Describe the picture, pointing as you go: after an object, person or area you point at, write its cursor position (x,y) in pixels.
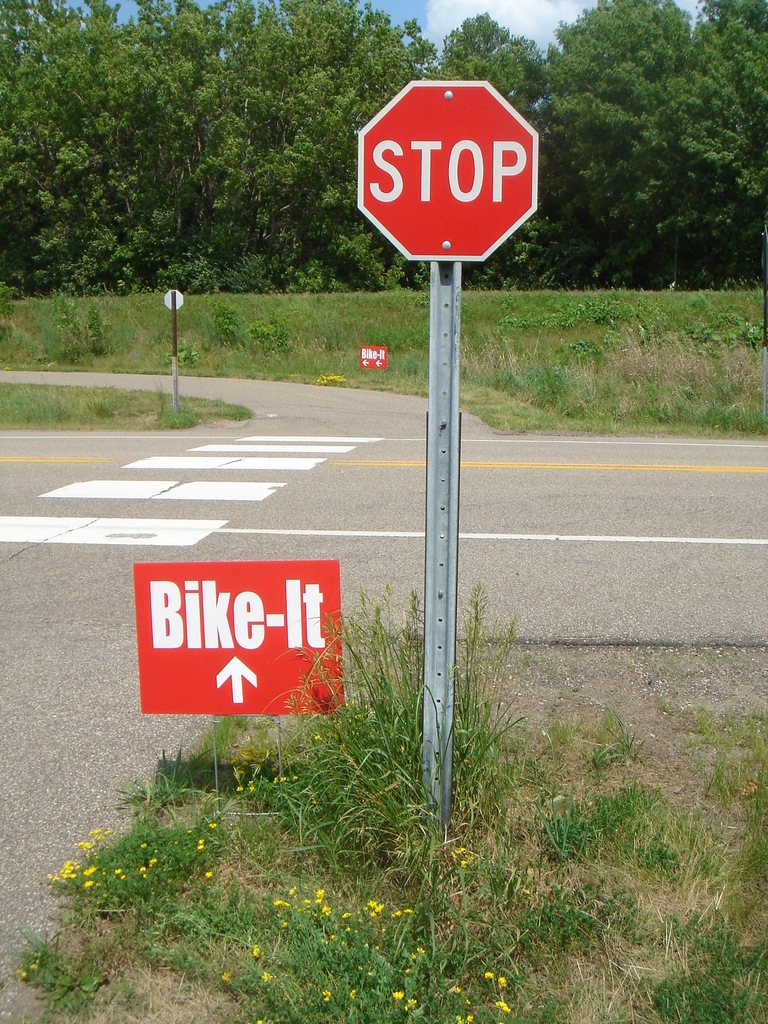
In the foreground of the picture (408,865) there are plants (317,954), grass (397,925), flowers (374,915) and sign boards (469,147). In the center (256,470) there is road (251,476). In the background (171,334) there are plants (89,346), grass (212,346), sign boards (368,360) and trees (588,133). It is sunny.
